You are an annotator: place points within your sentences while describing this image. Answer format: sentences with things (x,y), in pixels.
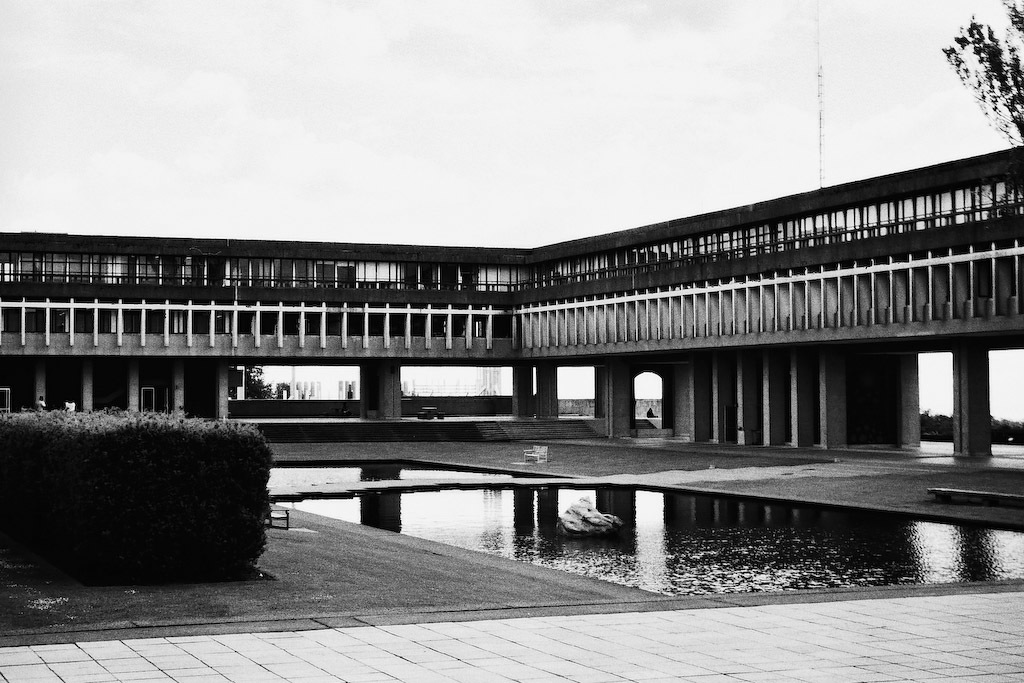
It is a black and white image, there is a path (550,630) and behind the path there is a water surface (515,498), on the water surface (290,481) there is some architecture (233,297).
